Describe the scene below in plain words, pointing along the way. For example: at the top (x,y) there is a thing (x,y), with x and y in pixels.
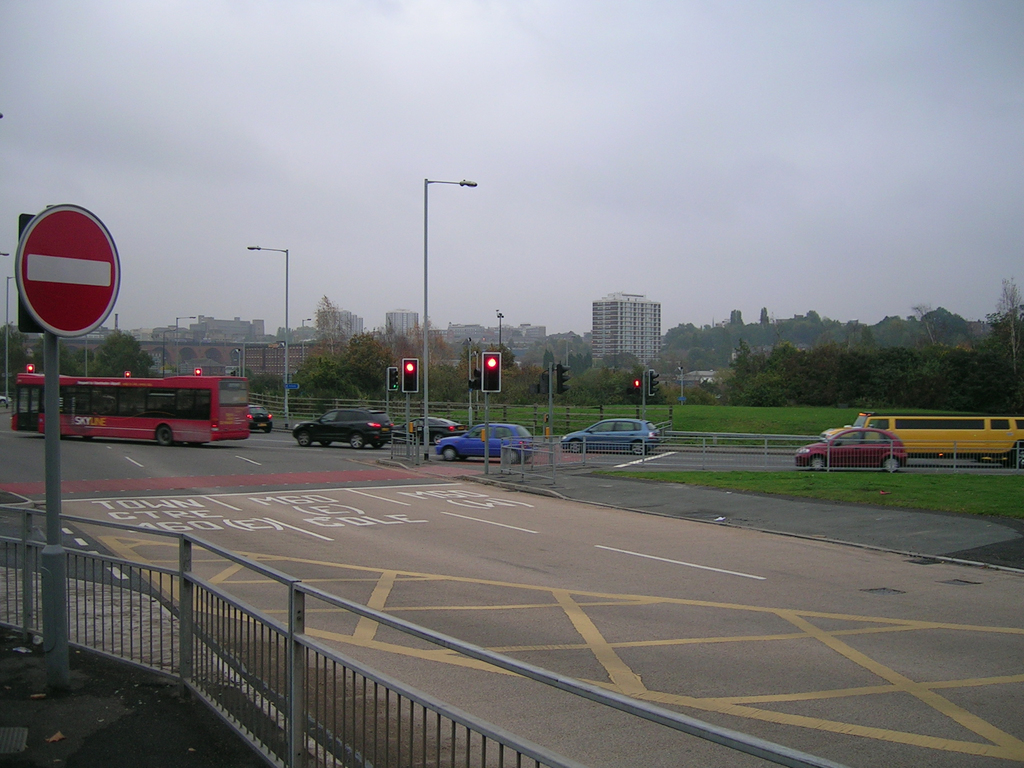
In the front of the image (494,441) there is a road (141,471), vehicles (233,403), signal lights (25,223), light poles (428,361), signboard (64,281), railings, grass (691,418) and objects (410,431). In the background of the image (155,308) there are buildings (616,343), trees (810,368) and cloudy sky (716,194).
